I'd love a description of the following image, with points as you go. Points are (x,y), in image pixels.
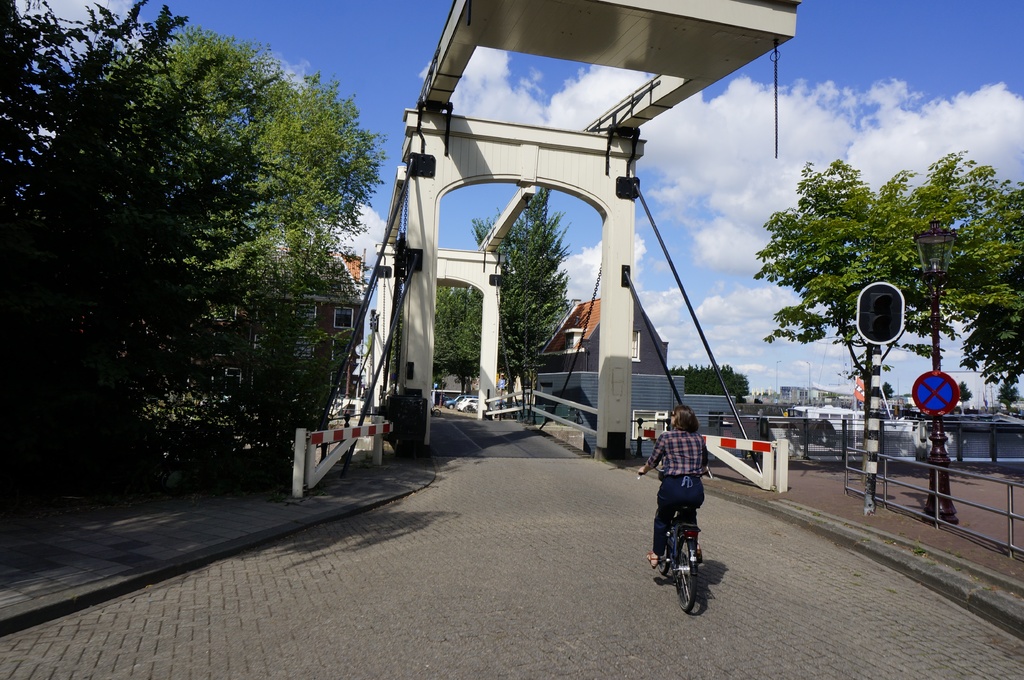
In this picture I can see there is a woman (674,478) riding a bicycle (684,522) on to right (687,487), there is a bridge (492,360) and there are trees (809,260) on to left (162,428) and right sides, there are buildings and there are few boats (906,406) sailing on the water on to right side (918,419) and the sky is cloudy.
